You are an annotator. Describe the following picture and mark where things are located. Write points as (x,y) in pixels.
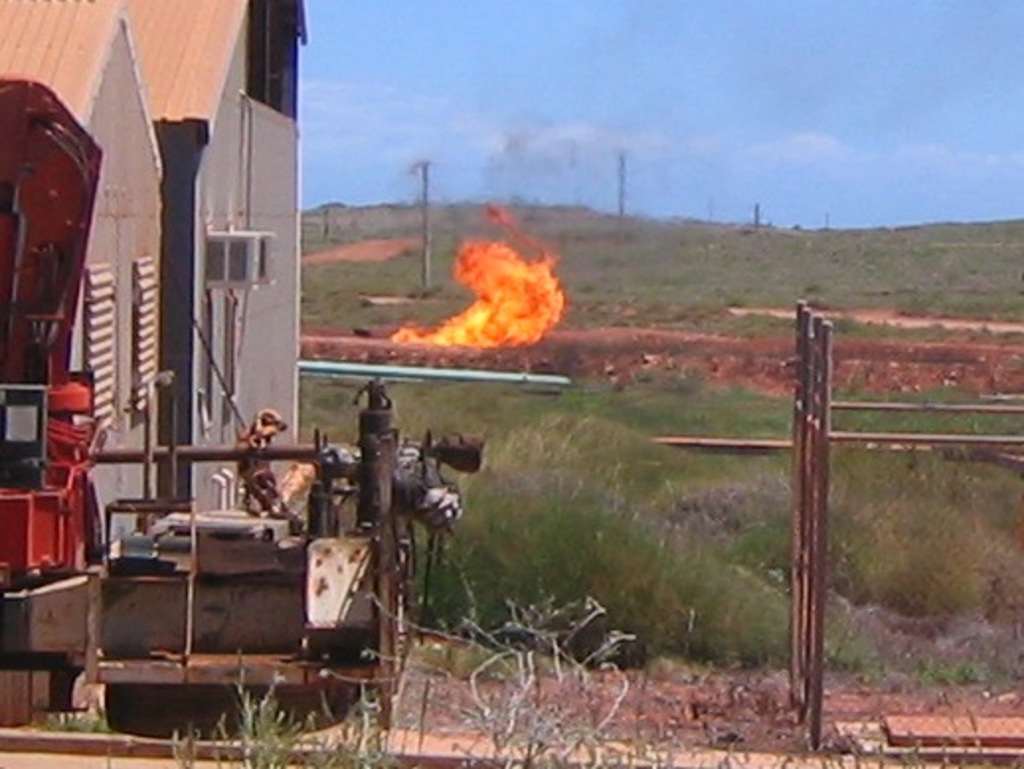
In this picture I can see there is a building (160,309) at left (145,313) and there is a machine (247,581), there is a fence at right (821,679), there are few plants (633,517) and in the backdrop (481,297) there is fire (463,311) and there are few electric poles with wires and the sky (951,147) is clear.
